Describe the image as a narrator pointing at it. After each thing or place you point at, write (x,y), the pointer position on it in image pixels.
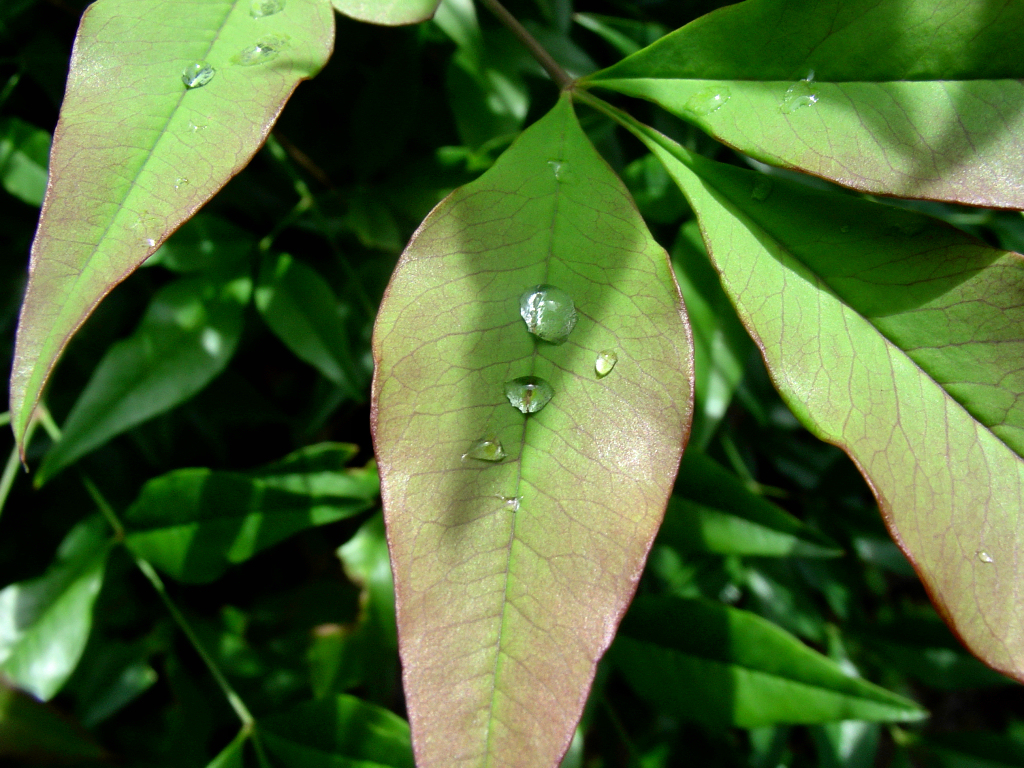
In this image there are leaves (575,168).
